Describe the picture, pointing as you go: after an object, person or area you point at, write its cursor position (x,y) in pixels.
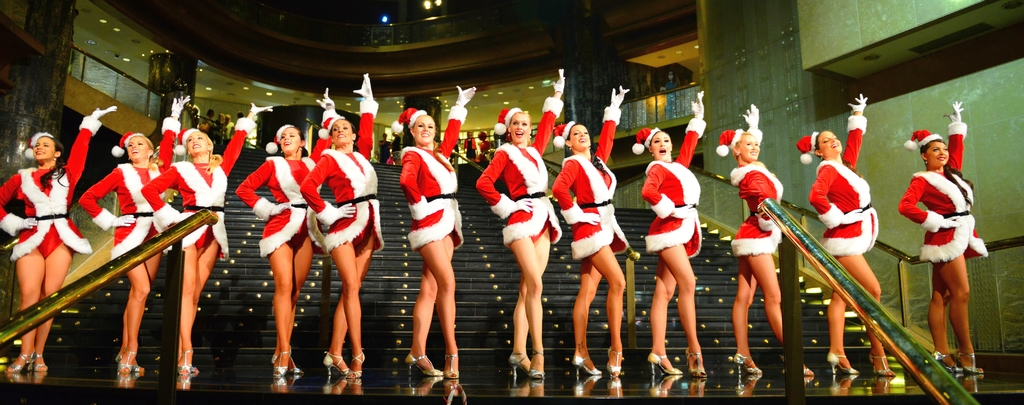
In this picture women (271,209) are standing and showing a gesture, in the back ground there are steps (242,174) of a building (497,145) in the top (485,130) there are crowd (469,132).
